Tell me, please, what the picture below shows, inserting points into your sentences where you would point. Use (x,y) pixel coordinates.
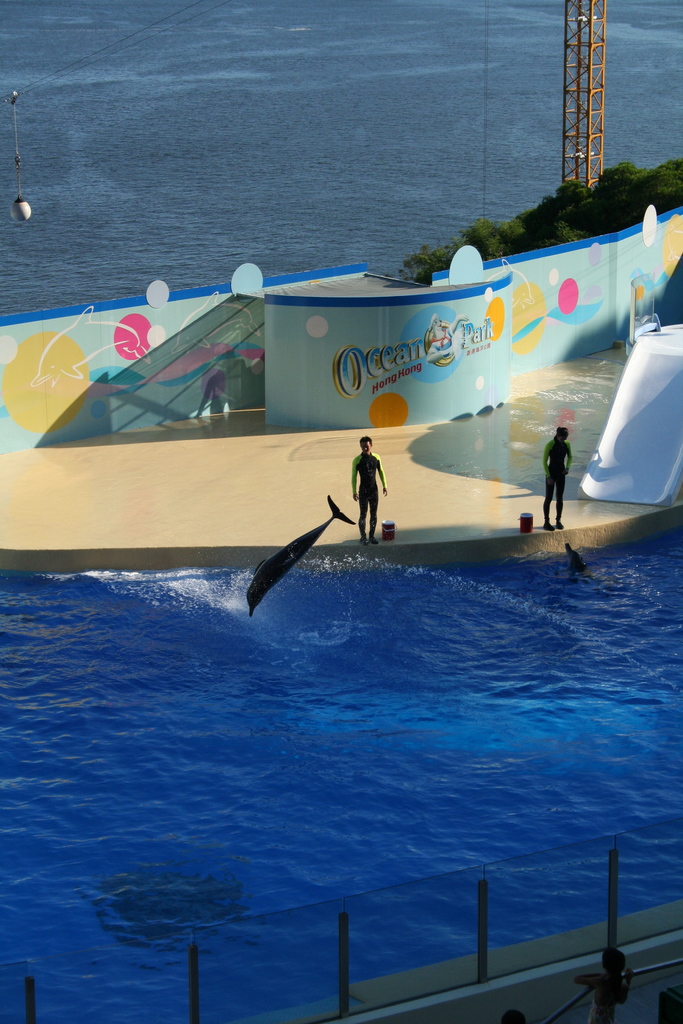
In this picture in the middle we can see two people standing and in front of them we can see a pool (1,927), there is a dolphin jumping and behind them we can see a wall (465,265) painted with different colors, we can see trees (571,188), we can see a tower (565,119) and there is also water (236,112) present.
